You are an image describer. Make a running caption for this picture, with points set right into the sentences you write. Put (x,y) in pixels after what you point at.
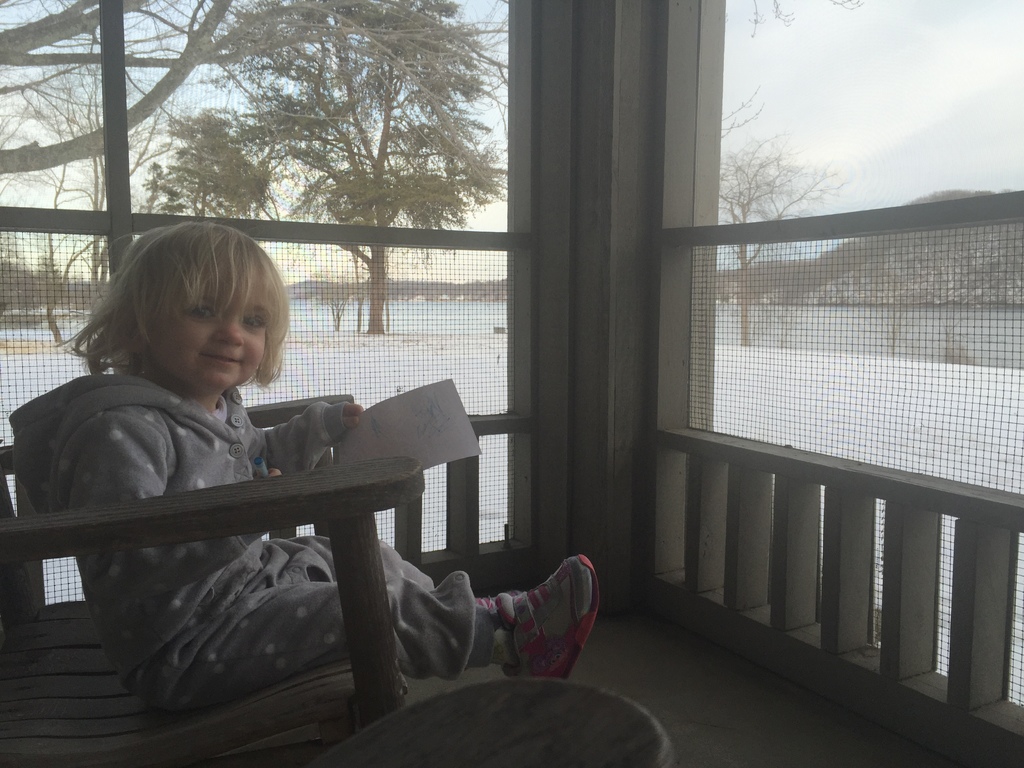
In this picture there is a girl (450,630) who is wearing hoodie (115,498), trouser (270,586) and shoe (532,628). She is sitting on the chair (138,720) and holding a paper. Beside her we can see the windows (723,266) and wooden fencing (830,509). In the background (431,287) we can see the trees (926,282), mountains (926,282), water (841,348) and snow (846,388). In the top right corner (918,136) we can see the sky (855,80) and clouds (992,5).
